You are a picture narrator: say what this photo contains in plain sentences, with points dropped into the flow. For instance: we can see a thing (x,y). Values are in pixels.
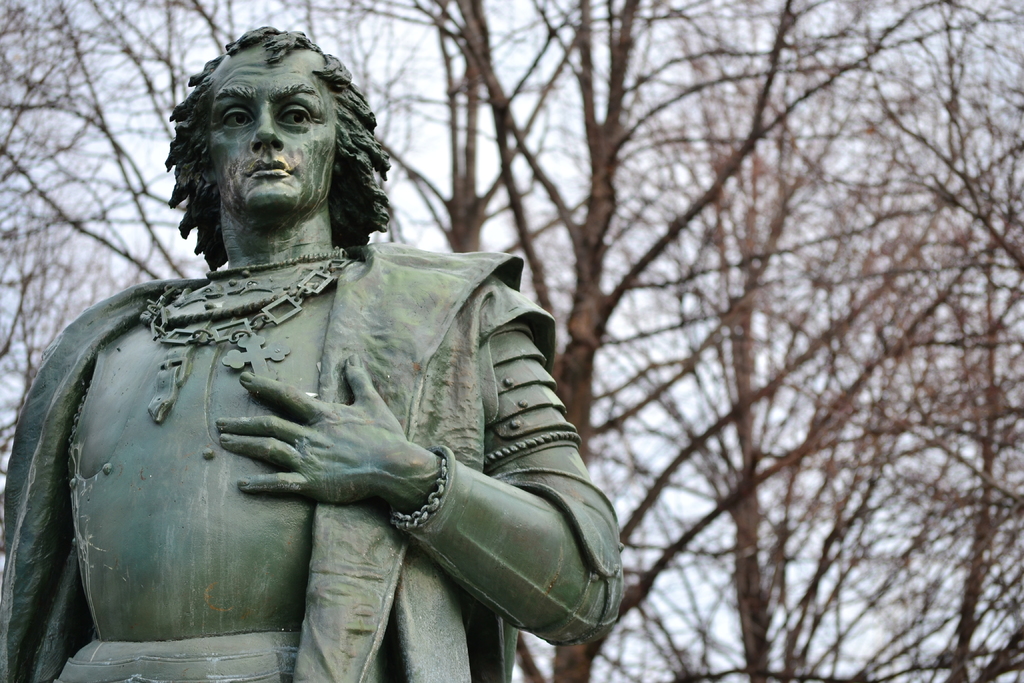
In the picture we can see the sculpture of the man (556,544), which is green in color and behind it, we can see many dried trees (68,217) and a part of the sky (492,207).
